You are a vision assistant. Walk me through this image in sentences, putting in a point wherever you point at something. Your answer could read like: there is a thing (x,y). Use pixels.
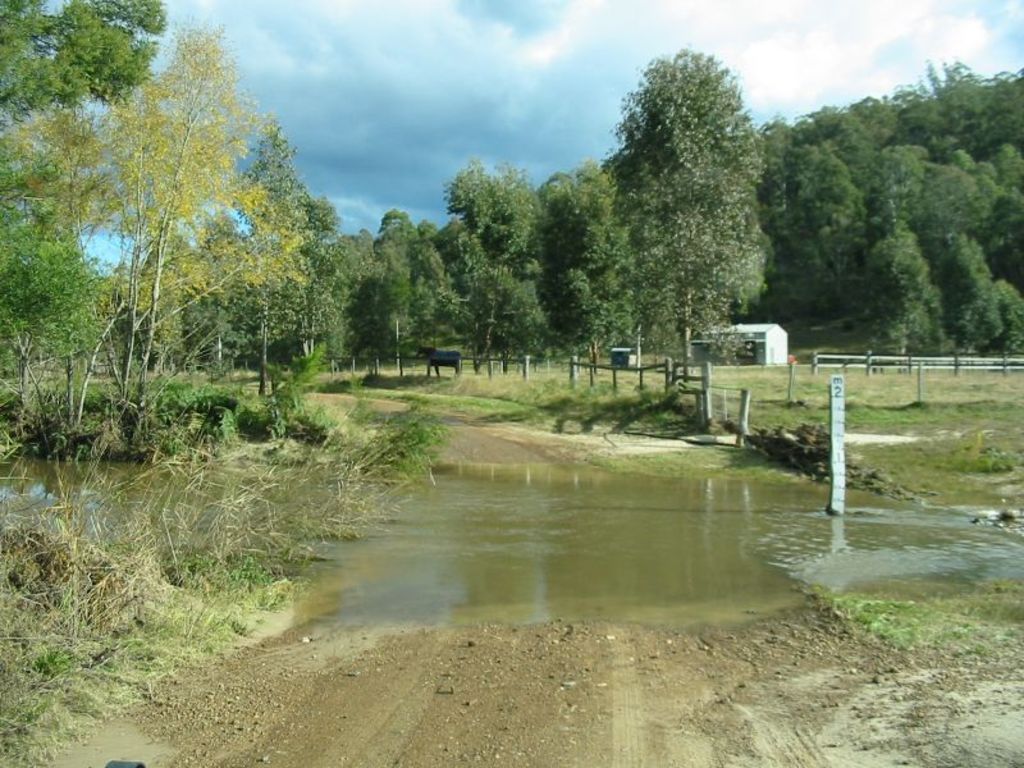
At the foreground of the image (414,529) we can see some water (478,525) flowing on the road (228,675) and at the background of the image (354,339) there are some trees (637,157), animal (434,365), house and cloudy sky (369,149).
